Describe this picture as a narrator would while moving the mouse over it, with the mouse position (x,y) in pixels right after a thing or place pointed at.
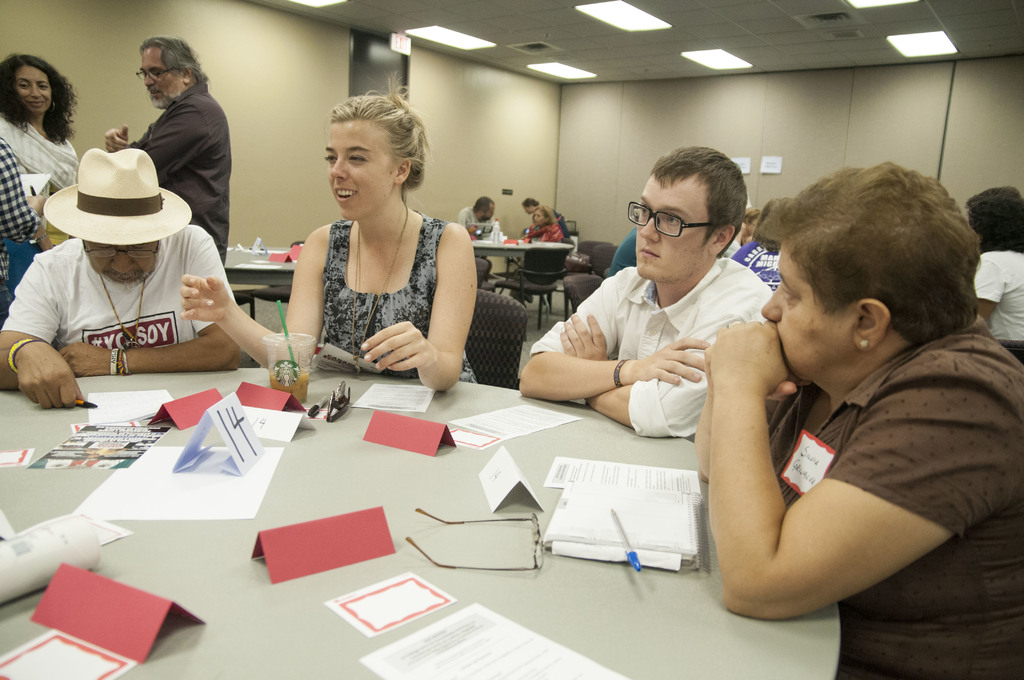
In this picture we can see some people (760,501) are sitting on chairs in front of tables (144,377), there are some papers (466,641), cards (206,414), a glass (306,375), goggles (334,401), spectacles (439,519), a pen (632,552) and a marker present on the table (318,432), on the left side (35,117) there are two persons (35,117) standing, we can see the ceiling (602,36) and lights (489,41) at the top of the picture (565,47).
